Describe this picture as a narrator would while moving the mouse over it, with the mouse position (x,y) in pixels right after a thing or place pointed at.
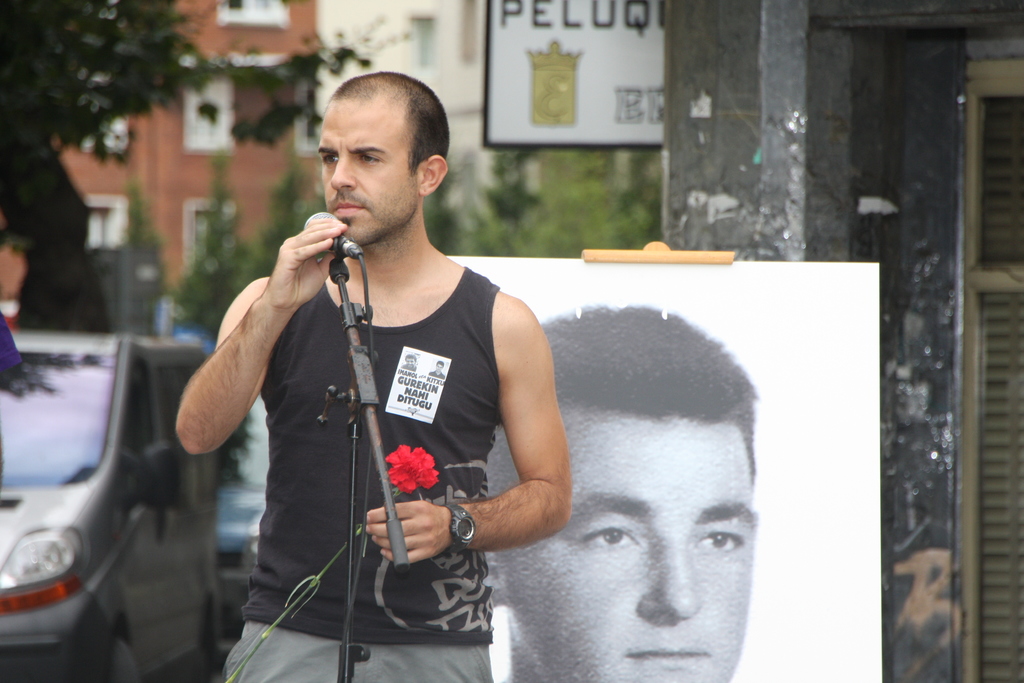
In the image there is a man (432,424), holding a rose flower (426,454) and standing in front of a microphone (348,240). On right side (696,344) there is a poster (781,560), pillar (792,108), door (1001,234) which is closed, hoarding (621,61). On left side (104,367) there are cars (66,444), trees (18,167), in background (179,129) there is a building (248,149) which is in red color.
